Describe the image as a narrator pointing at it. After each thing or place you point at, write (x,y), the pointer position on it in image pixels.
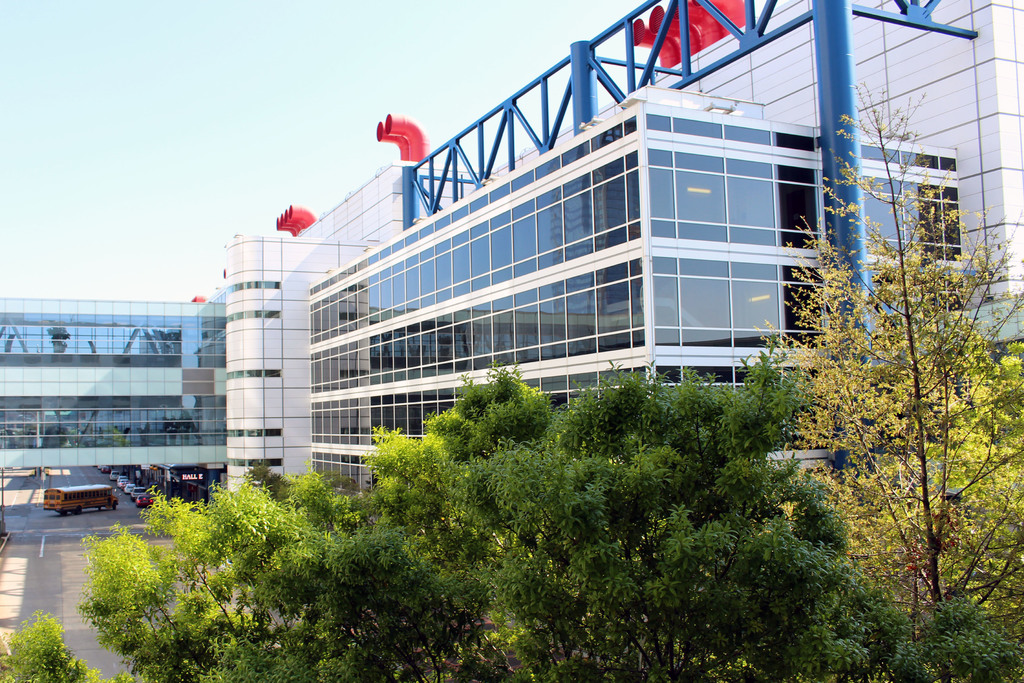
In this picture there is a building (564,333). On the left side of the image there are vehicles (123,476) on the road (29,546). In the foreground (745,544) there are tree (456,568). At the top (285,86) there is sky (181,132) and there are pipes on the top of the building (591,77) and there are lights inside the building (693,154). At the bottom (16,557) there is a road (93,531).
